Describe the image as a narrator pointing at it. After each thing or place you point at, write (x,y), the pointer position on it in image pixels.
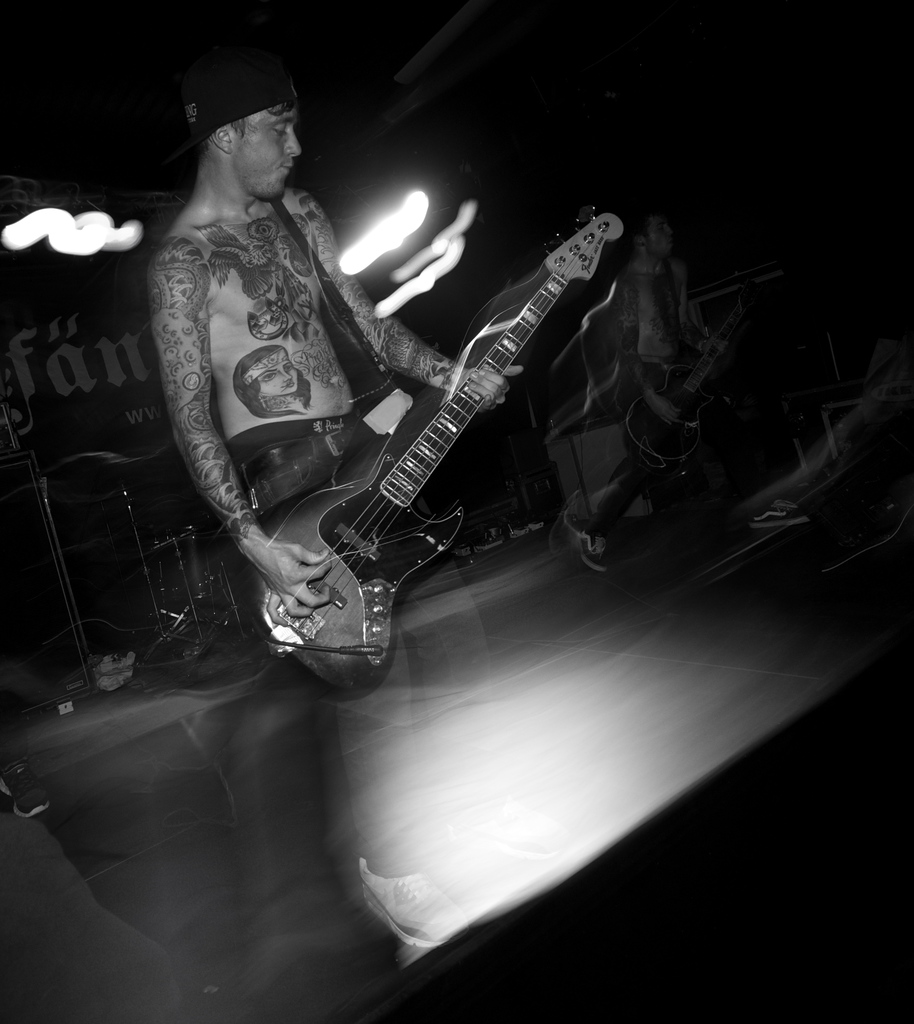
A person (267,284) wearing a cap (263,62) is holding a guitar (334,594) is playing it. Behind him another person (652,293) is also playing a guitar (666,442). And in background (148,582) there are some other musical instruments (148,582) and lights (23,235) are there.
